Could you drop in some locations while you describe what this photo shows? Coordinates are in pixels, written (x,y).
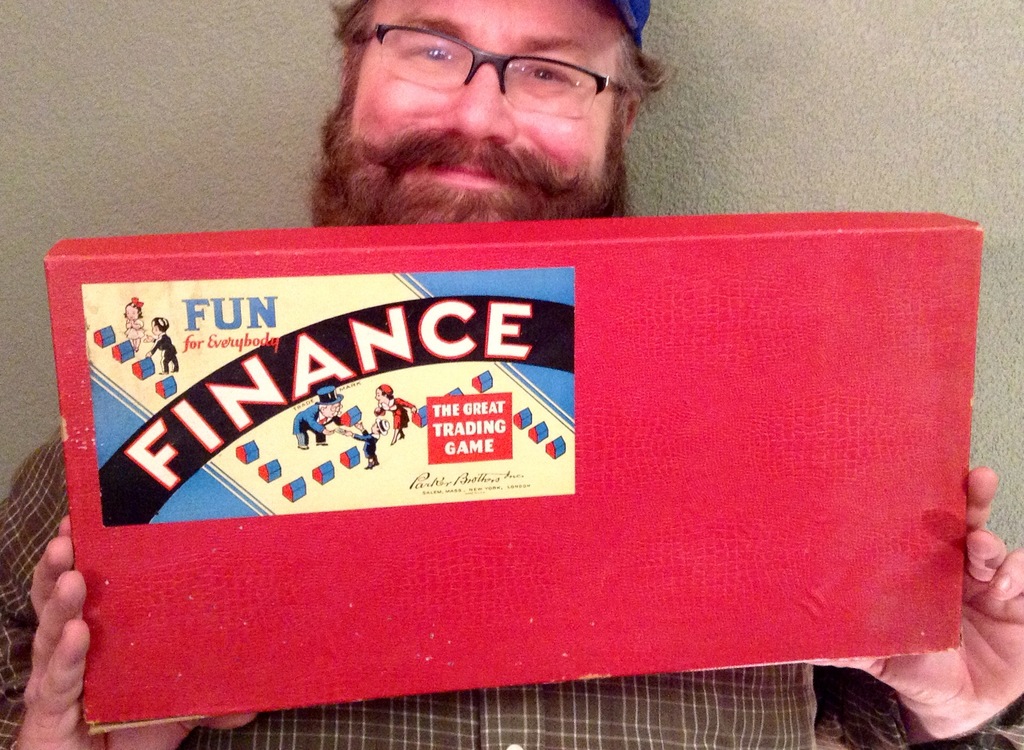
In this picture I can see a person (421,79) wearing spectacles (441,59) and he is holding red color box (150,579).
